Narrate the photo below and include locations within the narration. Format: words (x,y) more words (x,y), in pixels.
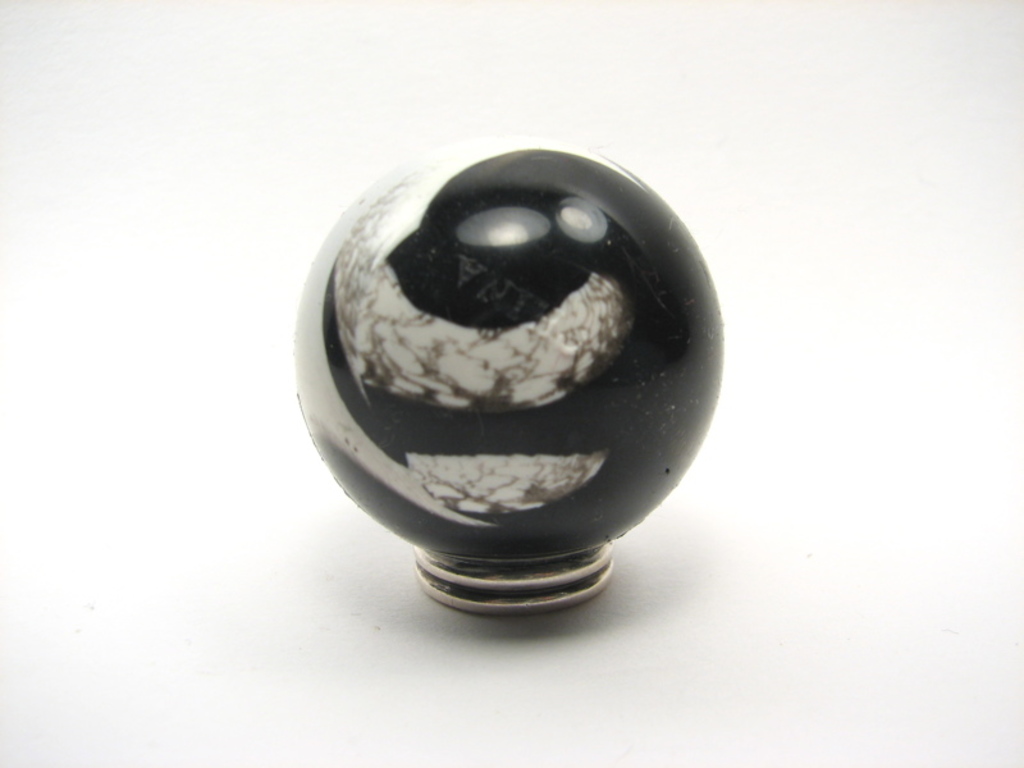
In this picture we can see a door knob (541,432) on the surface (266,576).
